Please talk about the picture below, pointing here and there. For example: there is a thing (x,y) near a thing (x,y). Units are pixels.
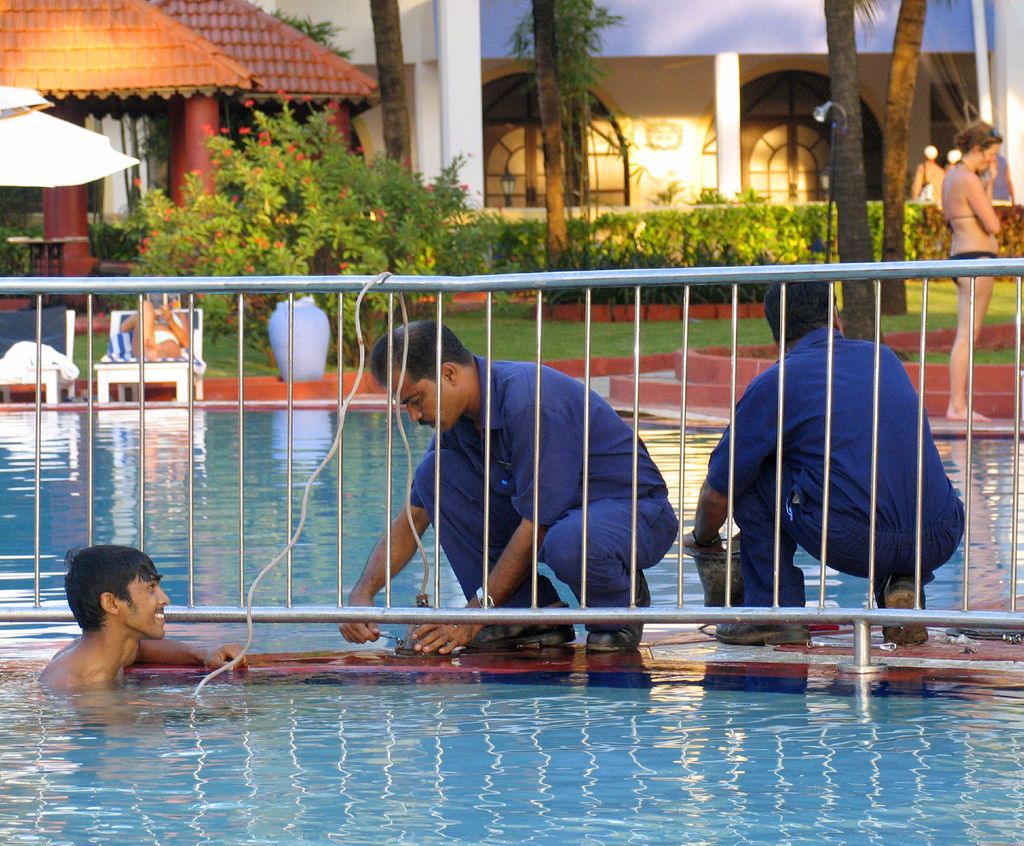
In the picture I can see two persons (665,488) wearing blue dress (622,480) are crouching and there is a fence (485,487) beside them and there is a person (141,653) standing in water (116,692) in the left corner (126,650) and there are few trees (393,116), buildings (495,115) and some other objects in the background (524,83) and there is a woman (952,199) standing in the right corner (969,249).
